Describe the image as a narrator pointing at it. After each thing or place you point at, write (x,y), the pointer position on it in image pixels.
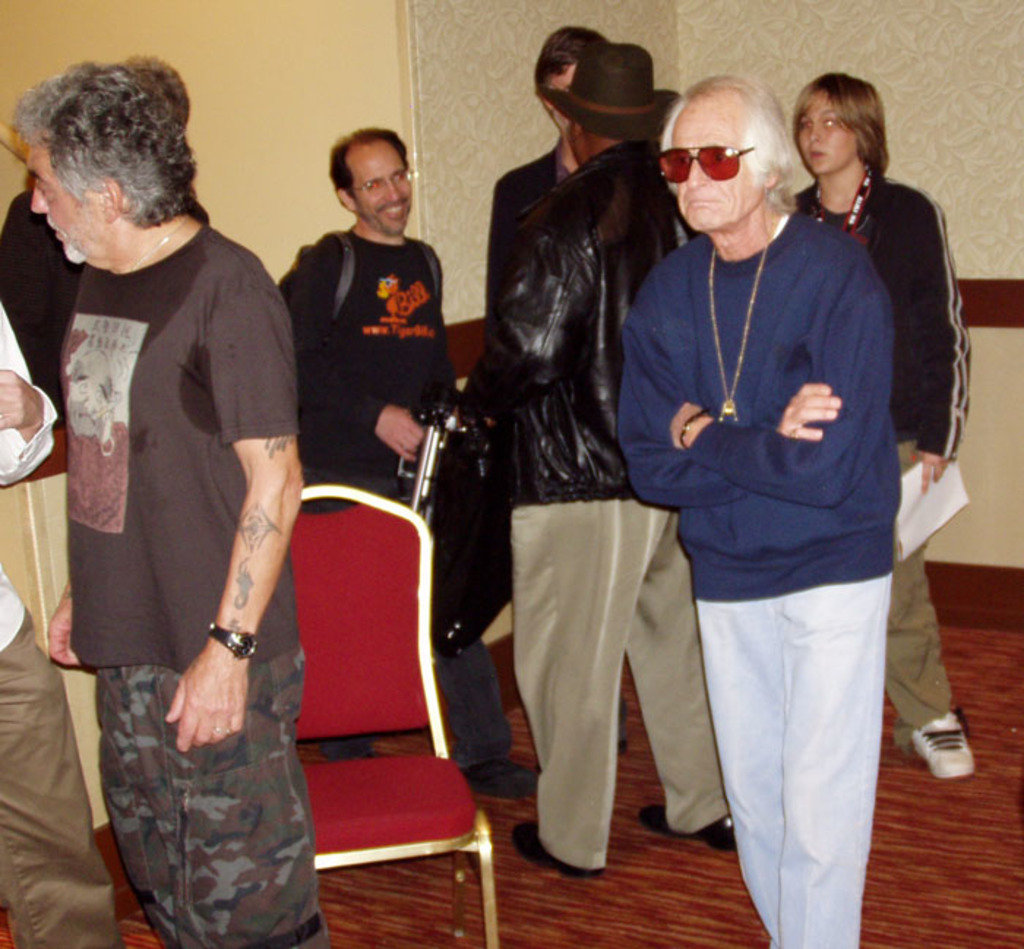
In the picture we can see some people (165,587) are standing on the red carpet floor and they are talking with each other and besides them, we can see one more person (859,385) standing in a blue T-shirt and in the background (266,119) we can see a wall (925,149) which is cream in color and with some designs (719,29) to it.
